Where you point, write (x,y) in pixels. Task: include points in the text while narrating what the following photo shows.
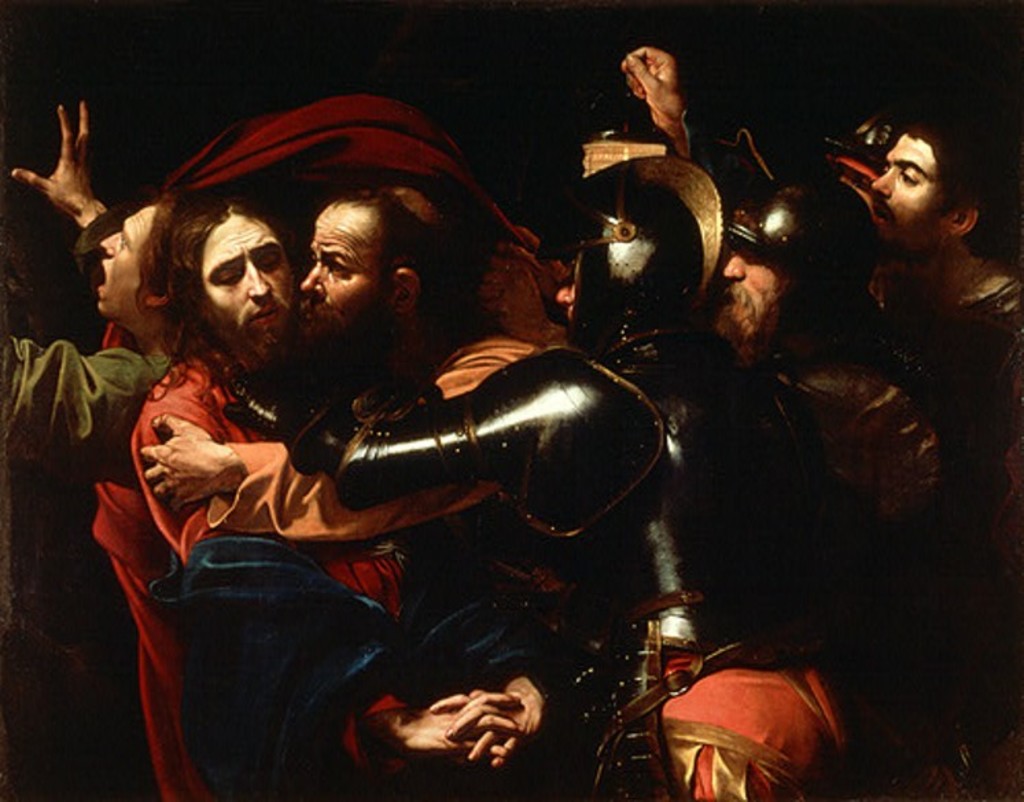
In this image there are group of men (653,379), there are three men (690,335) wearing a helmet (619,198), the background of the image (767,85) is dark.
